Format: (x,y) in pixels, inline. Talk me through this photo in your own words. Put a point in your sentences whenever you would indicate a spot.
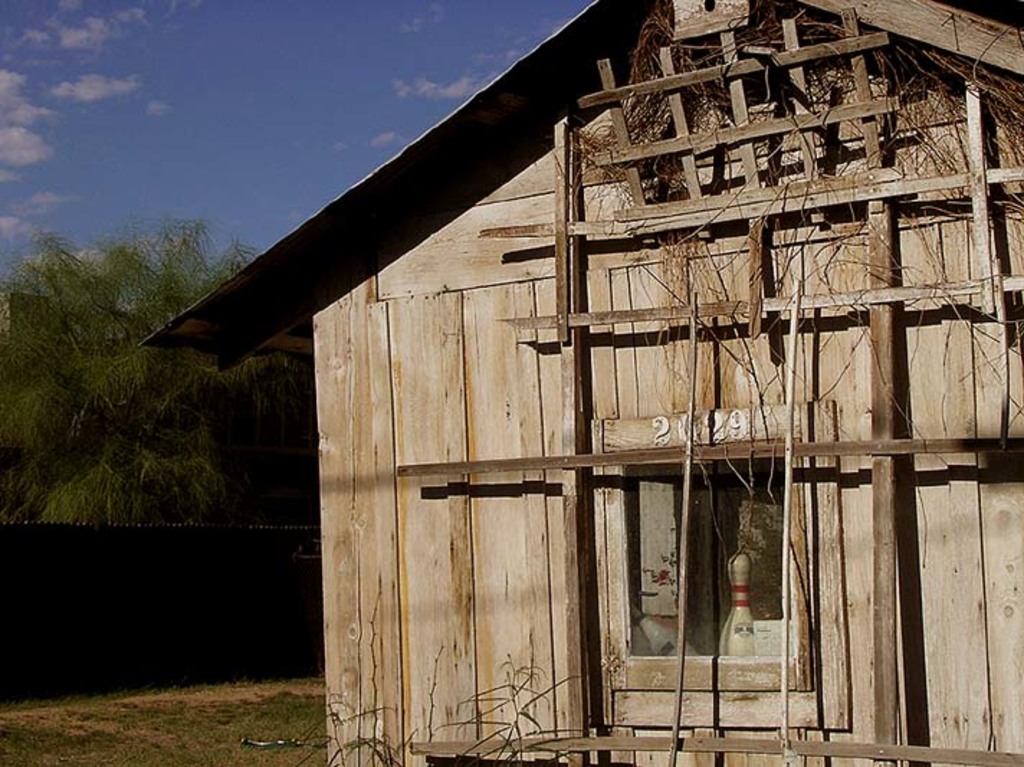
In the picture I can see a wooden house (608,587), trees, fence (276,557) and some other objects (642,631). In the background (201,104) I can see the sky (302,201).
